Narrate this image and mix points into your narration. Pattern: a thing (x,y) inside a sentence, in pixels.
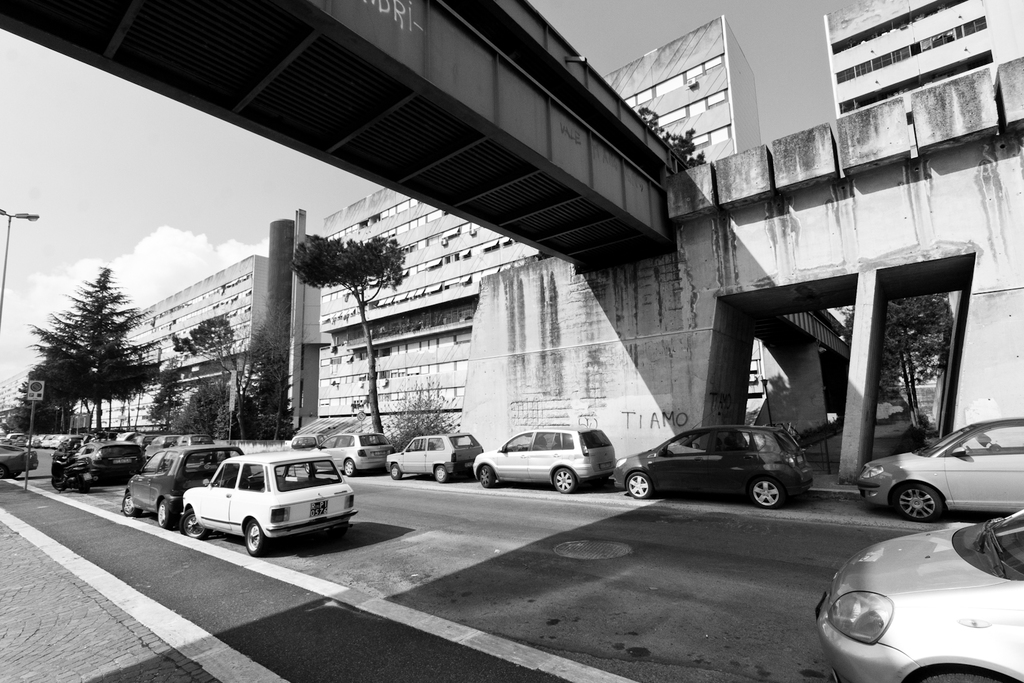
In this image, we can see many vehicles (268,500) on the road (324,563) and there are poles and we can see a bridge (571,224).
